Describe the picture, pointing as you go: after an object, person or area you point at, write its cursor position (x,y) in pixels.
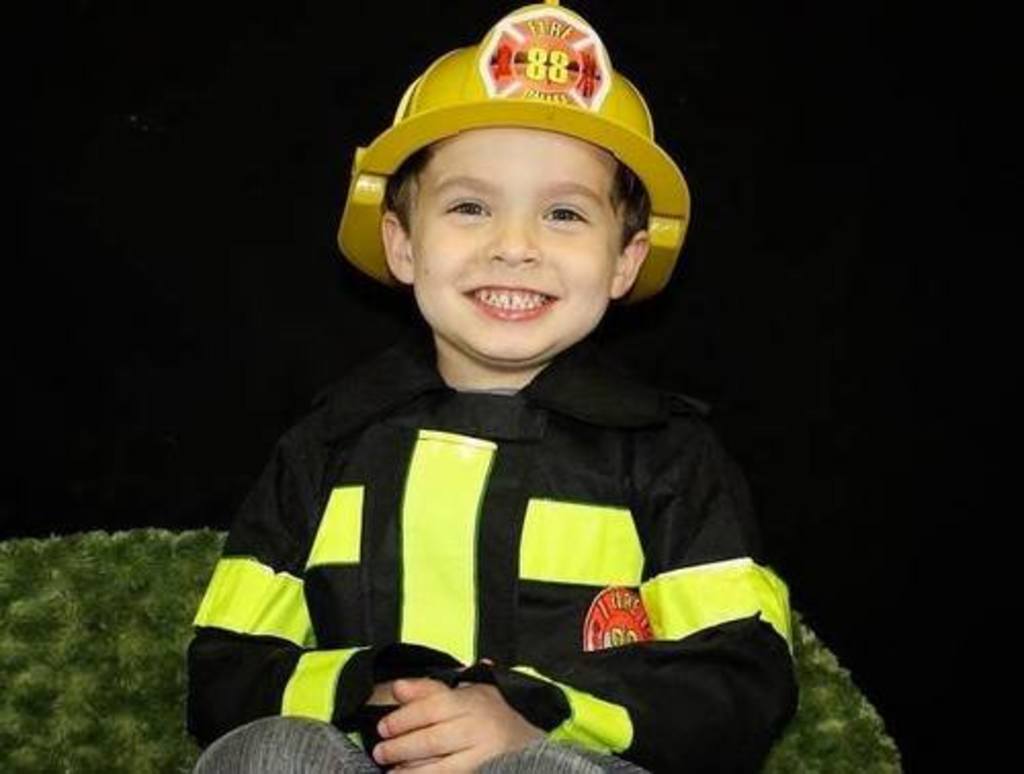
In the foreground of the picture (535,363) there is a boy (508,526) wearing a firefighter dress (493,562), he is wearing a helmet (587,103) also. The boy (524,303) is smiling, he is sitting in a couch (180,714). The background (164,237) is dark.
